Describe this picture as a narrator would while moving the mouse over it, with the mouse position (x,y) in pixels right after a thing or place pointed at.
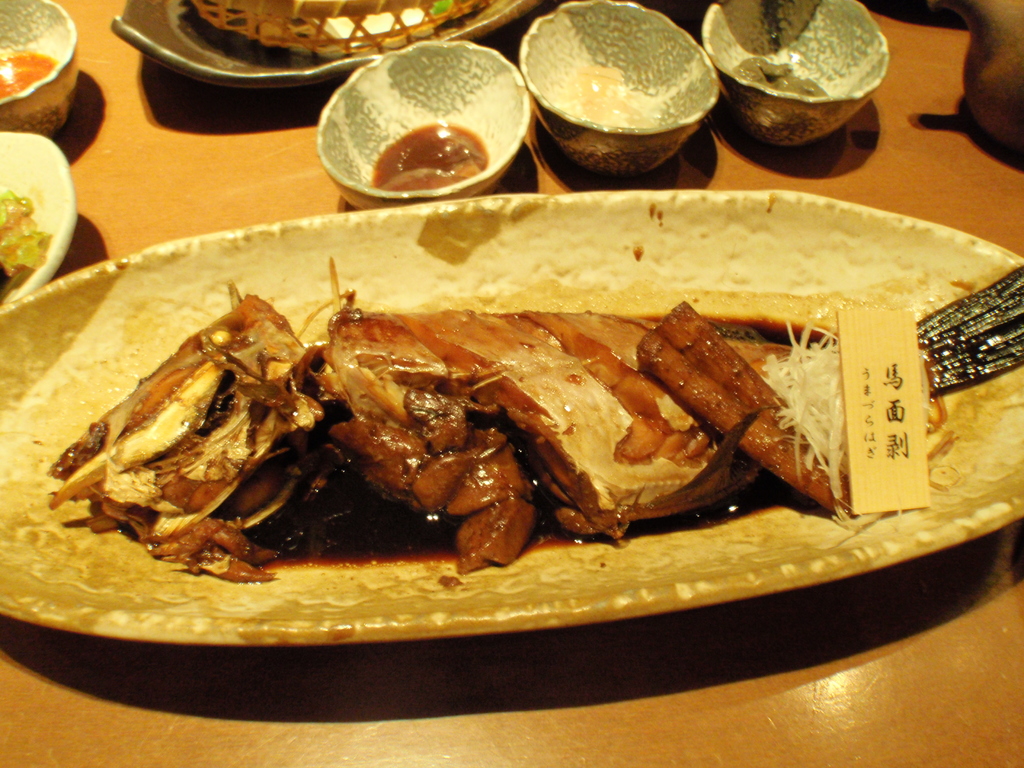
In this picture we can see plate (678,261), food (817,404), bowls (16,34) and objects (863,370) on the wooden platform (774,685).
